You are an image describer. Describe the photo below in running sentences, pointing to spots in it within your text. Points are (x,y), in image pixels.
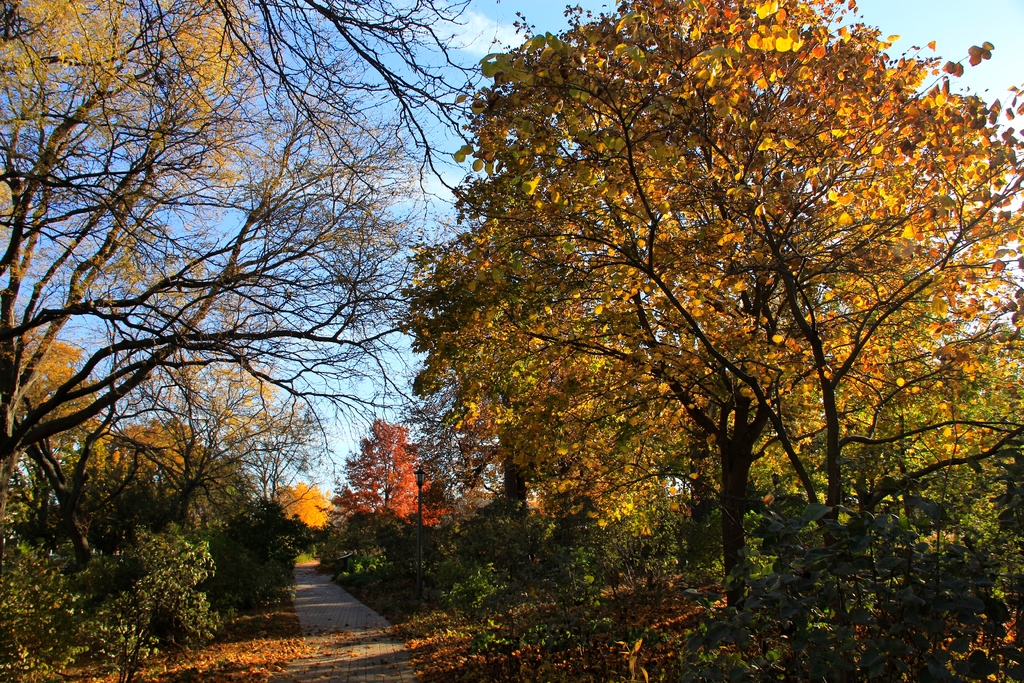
In this image there is a small road (339,638) at bottom of this image, and there are a lot of trees (662,498) at right side of this image (779,338) and left side of the image (136,386) as well, and there is a sky (460,27) as we can see from middle of the image (400,251) and from right side of this image (960,14).
